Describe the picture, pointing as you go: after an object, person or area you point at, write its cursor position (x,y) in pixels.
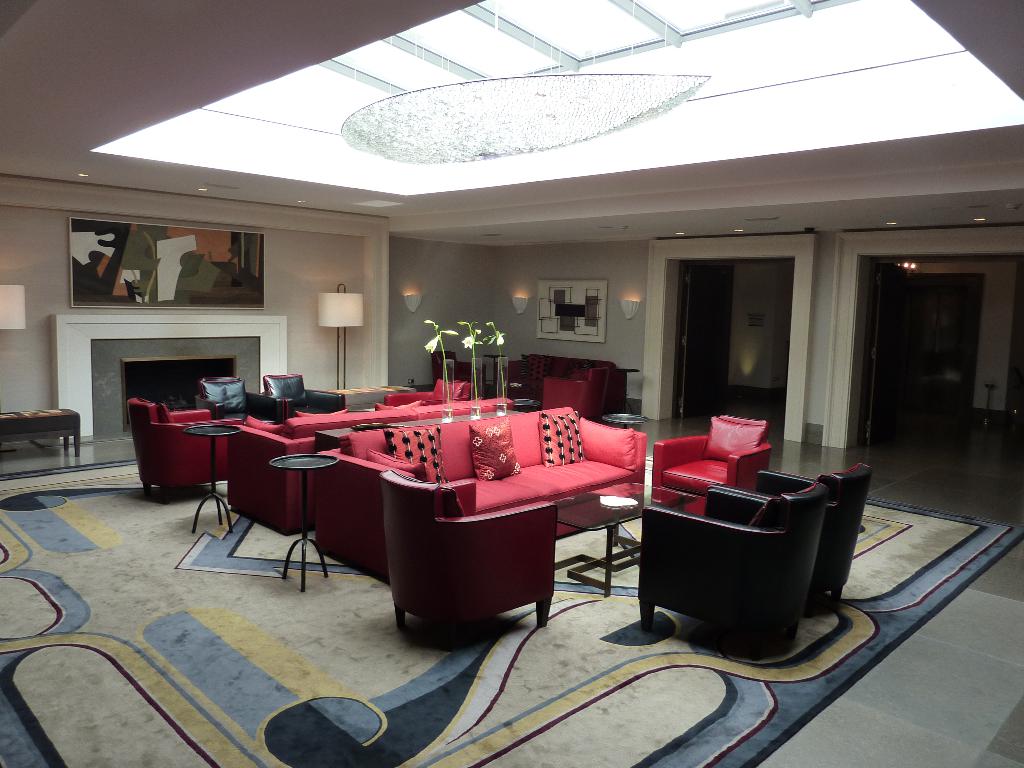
In this image we can see two sofa sets (459,544) with chairs (499,526) and tables (634,511). There are flower vases (508,367), photo frames (194,289), fireplace (144,342) and lamps (324,325) in the room (387,326). This is the ceiling (987,28).
